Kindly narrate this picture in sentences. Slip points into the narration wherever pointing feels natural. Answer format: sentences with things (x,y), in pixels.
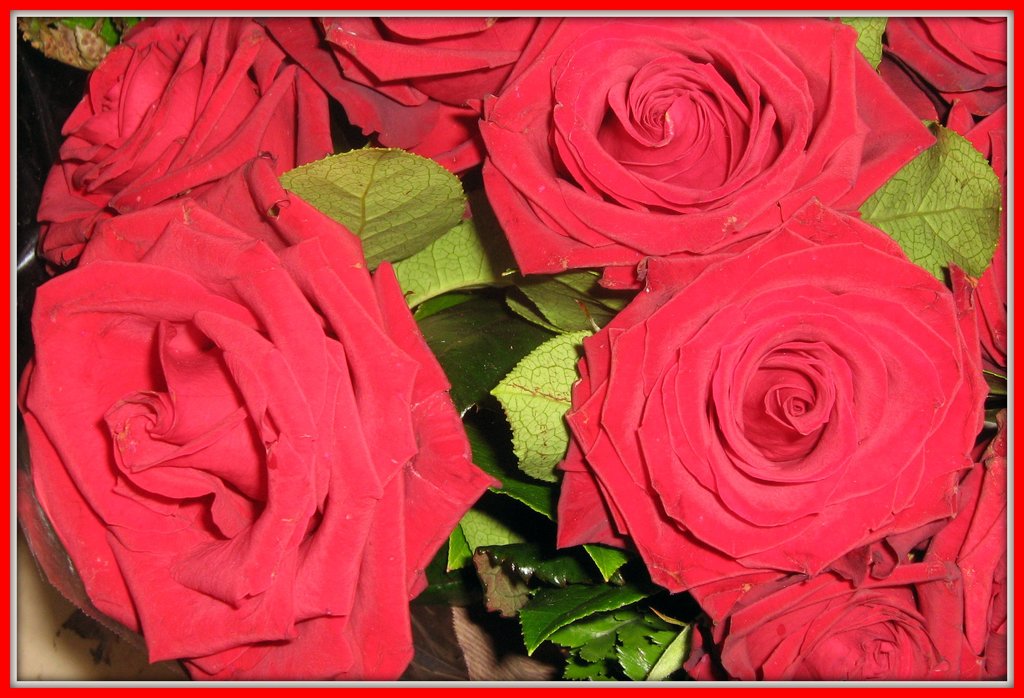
In this image we can see there are flowers (423,56) and leaves (496,389).
